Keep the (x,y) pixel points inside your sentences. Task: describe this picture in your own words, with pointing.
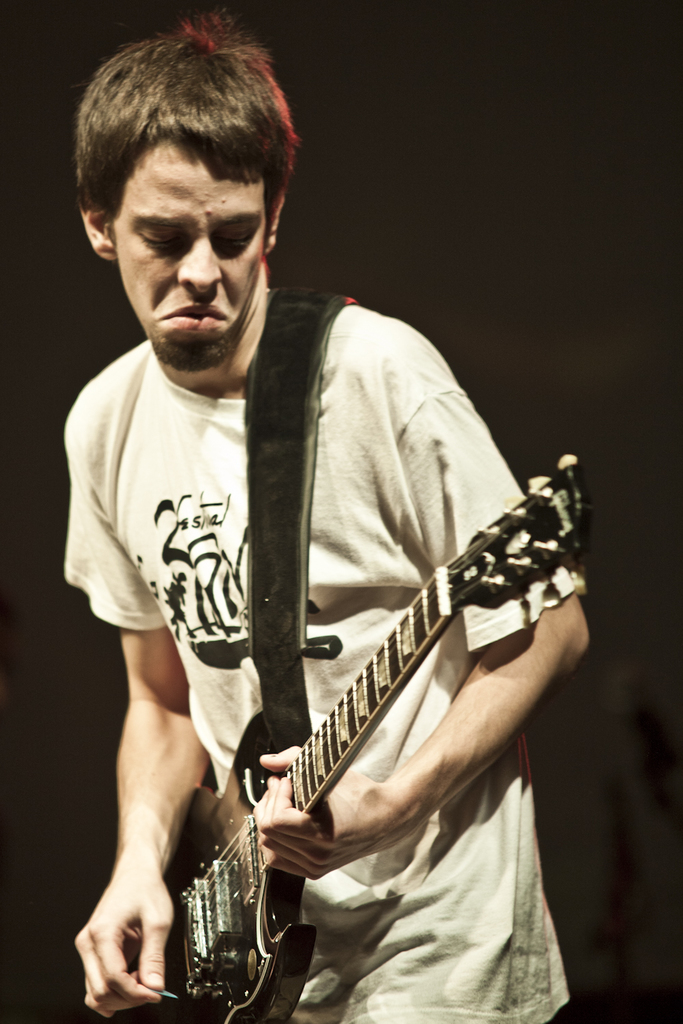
In this image i can see a person (346,447) standing and holding a guitar (257,779).
